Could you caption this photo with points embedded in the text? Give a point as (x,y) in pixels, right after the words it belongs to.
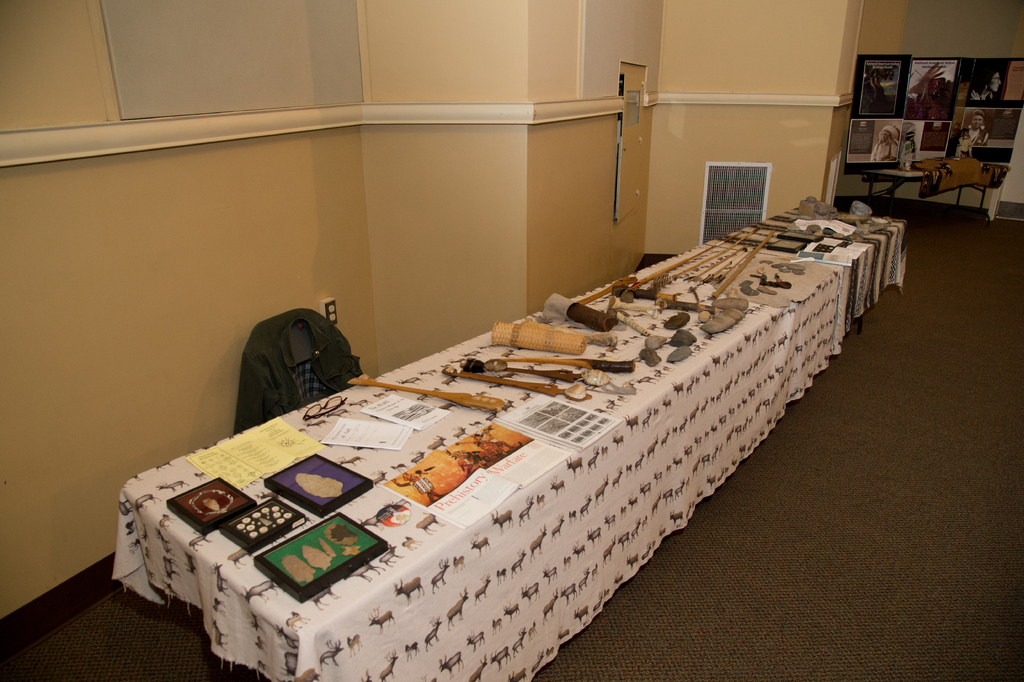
In the foreground of this picture (644,486), there is a table (594,544) on which photo frames (339,483), papers (432,484), stones (682,343), baskets (571,337), sticks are placed on it. In the background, there is a wall (477,173), photo frames (942,100) and the floor (898,550).
